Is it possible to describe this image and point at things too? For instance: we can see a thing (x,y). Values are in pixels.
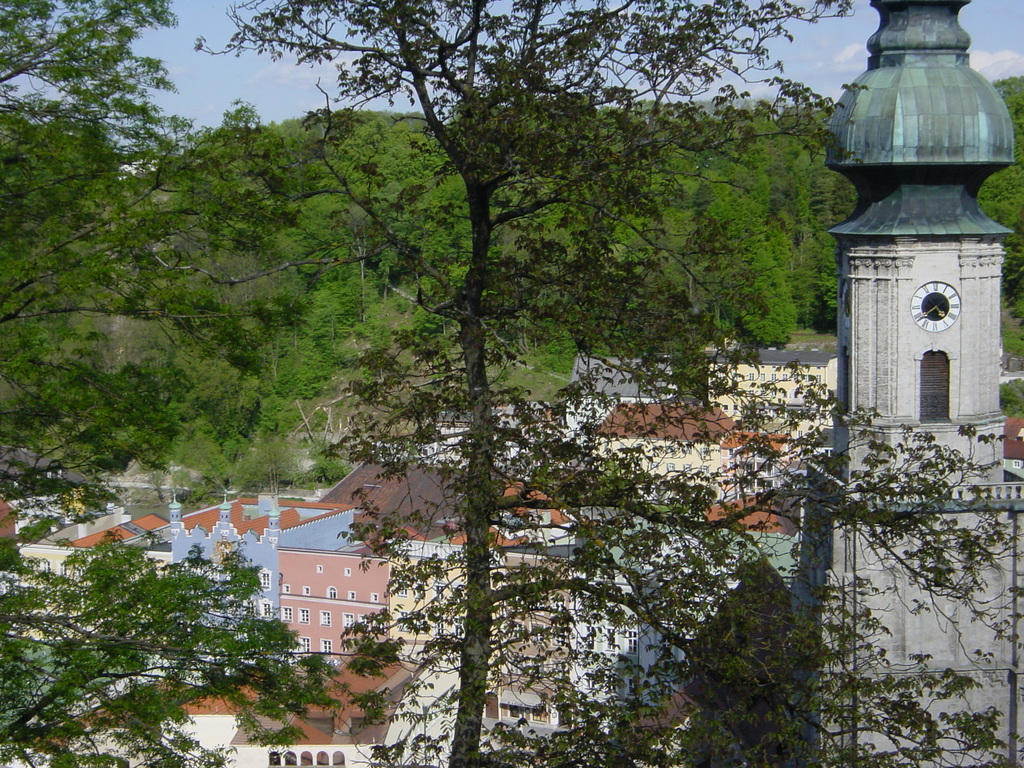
In this image on the right side (937,319), I can see a clock tower (934,356). In the background (509,513), I can see the houses (415,485), trees (373,299) and clouds (329,72) in the sky (297,63).
